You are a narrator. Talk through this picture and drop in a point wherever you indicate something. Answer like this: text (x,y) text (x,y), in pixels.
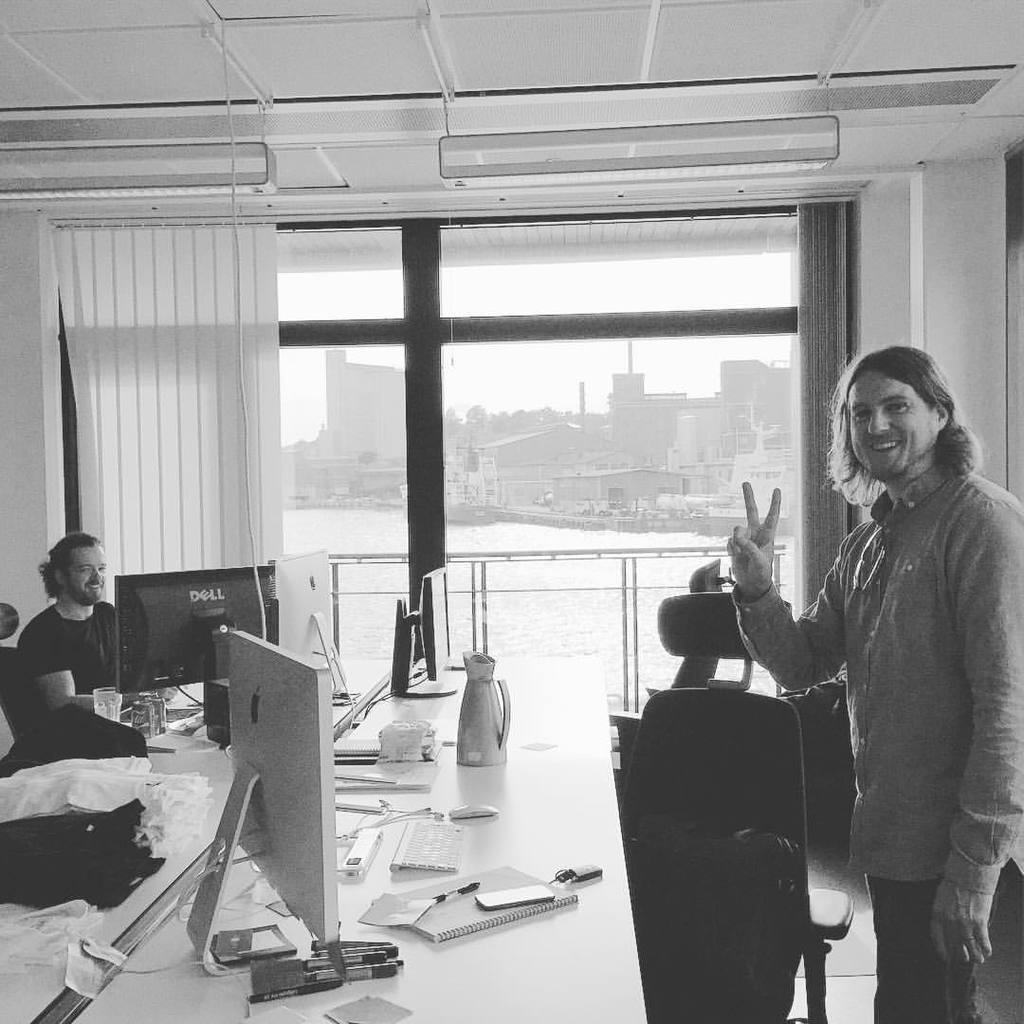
This is a black and white picture. Here we can see windows (299,421) and curtains (237,372). This is a ceiling (425,47). Here we can see a man (913,535) standing in front of a chair (759,843) and table (372,898). On the table (479,844) we can see mobile (521,900), monitor (254,648), paper (384,917), keyboard (439,843), mouse (464,817), book (445,939) and papers (357,1005). Here we can see another man (110,611) sitting in front of a monitor (123,621) and on the table (194,741) we can see glass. Through this window glass (290,509) we can see huge buildings (652,501) and a river (539,594).
